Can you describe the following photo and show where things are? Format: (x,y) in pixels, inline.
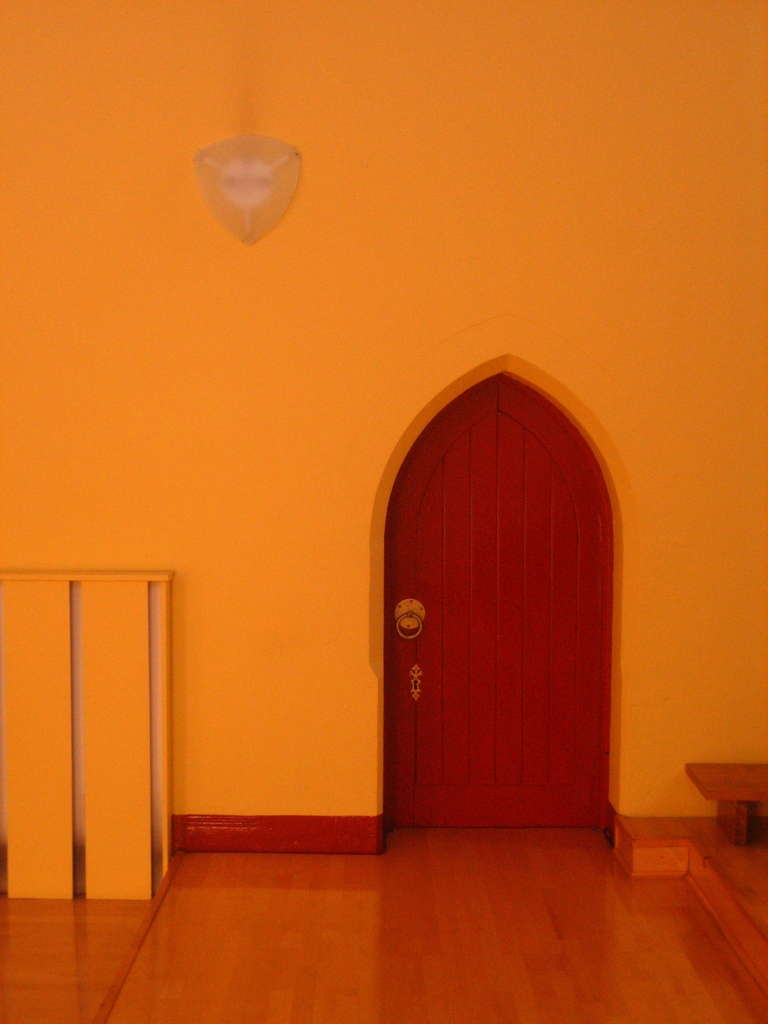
The picture consists of a door (490,654), bench (719,782), wall (166,536) and an object (85,772). In the foreground (280,925) it is a floor (478,938).
